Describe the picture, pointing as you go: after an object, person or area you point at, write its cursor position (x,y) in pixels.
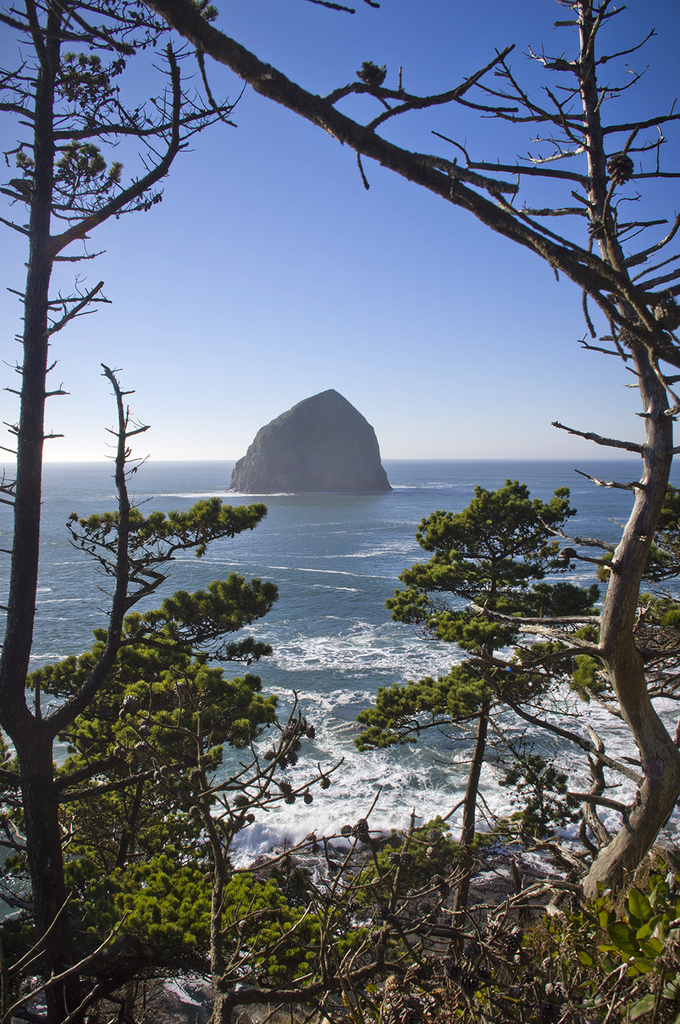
In this picture, we can see trees (282,875), water (359,618), rock (334,417), and the sky (325,306).
